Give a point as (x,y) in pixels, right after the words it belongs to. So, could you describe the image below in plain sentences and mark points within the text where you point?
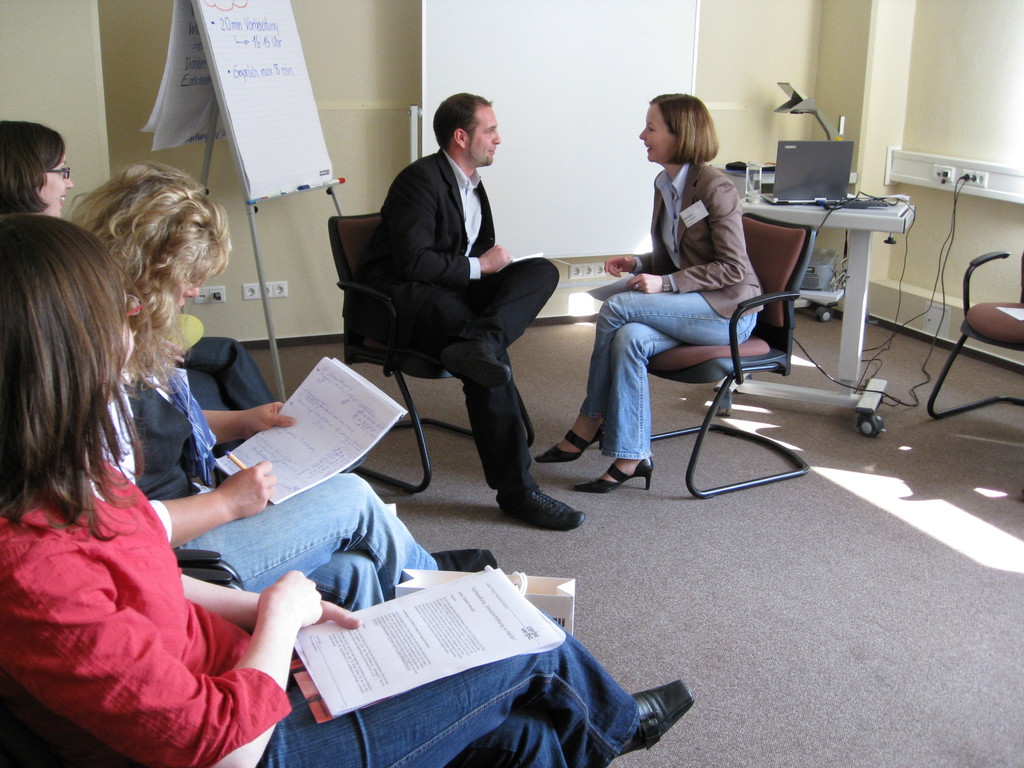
This image is clicked in a room (754,424) where there is a table (852,252) on the right side (856,305). There are chairs (751,232), people (620,463) are sitting on the chairs (239,584). On the table (862,271) there are laptop (837,198), wires (860,197), glass (750,172), there is a white board (453,68) in the middle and there is a stand (290,134) on the left side (252,203). There are people (220,631) on the left side (169,495) who are holding papers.
